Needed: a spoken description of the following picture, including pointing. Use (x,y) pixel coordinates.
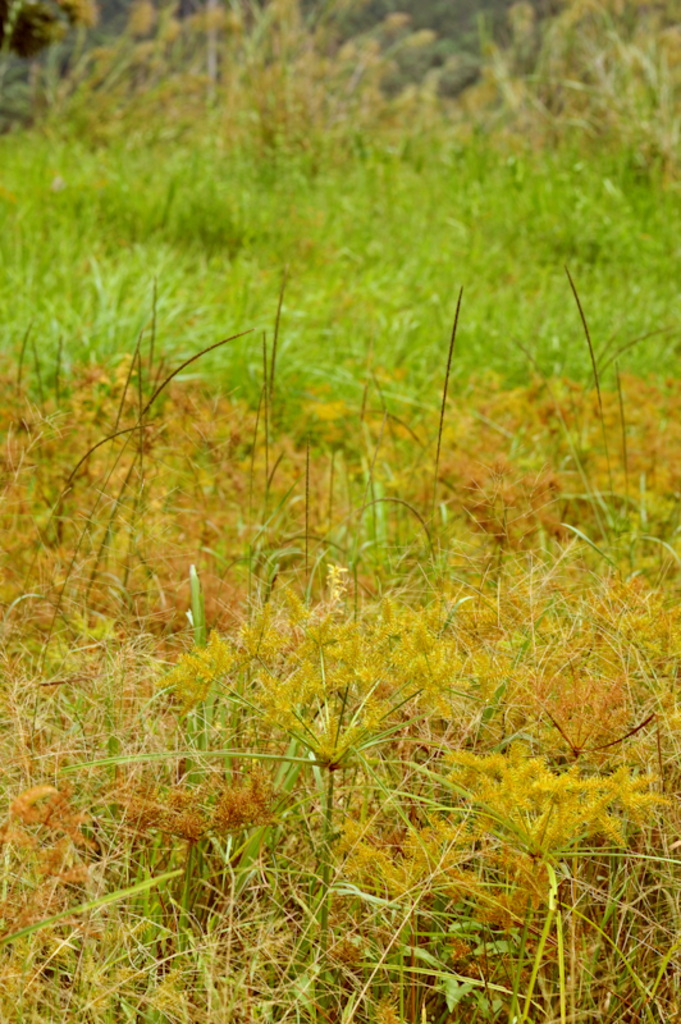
In the foreground of this image (528,488), there are two colors of grass (210,431).
